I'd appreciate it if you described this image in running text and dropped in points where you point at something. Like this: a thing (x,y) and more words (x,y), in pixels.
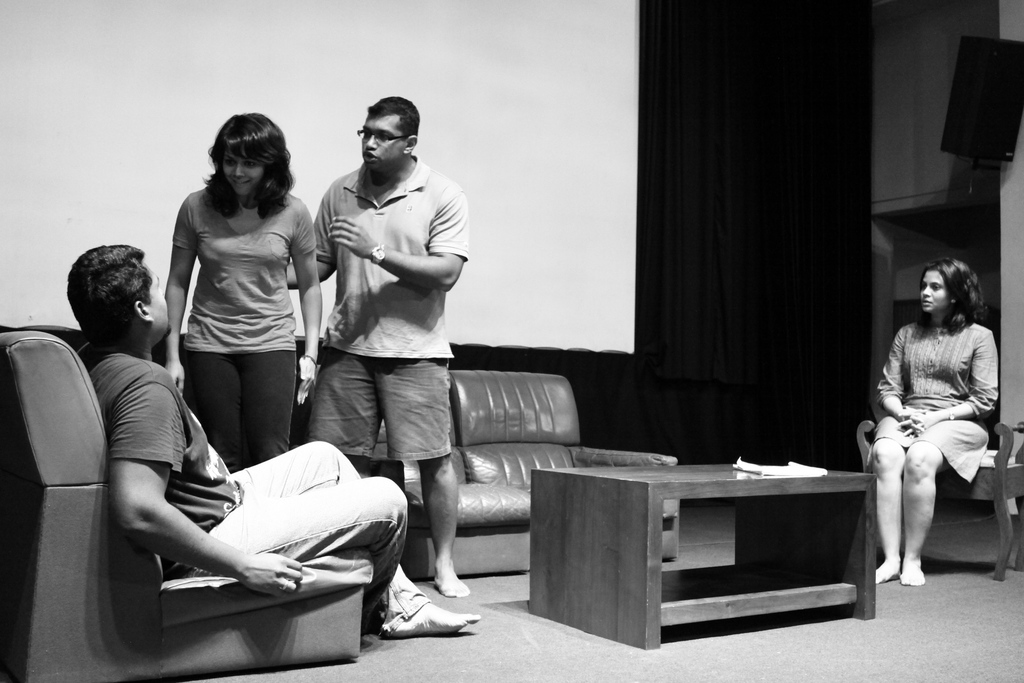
In this image we can see four persons (305,320). On the right side (947,397) the woman (937,451) is sitting on the chair (981,480) and the left side (300,467) the man (216,531) is sitting on the couch (110,576). There is a table (632,473) at the back side (498,140) there is a screen (562,50).
